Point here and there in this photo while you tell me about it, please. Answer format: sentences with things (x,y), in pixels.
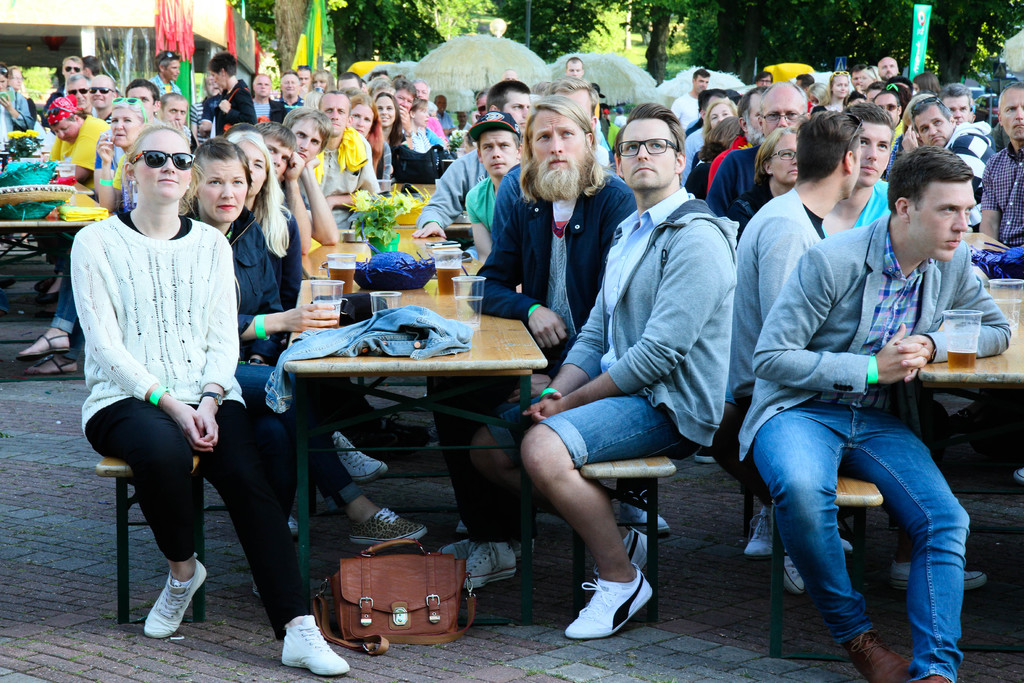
In this image I see number of people (755,122) who are sitting on benches (126,591) and I see there are tables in front of them on which there are many things (343,275). In the background (367,2) I see the trees (362,20).
